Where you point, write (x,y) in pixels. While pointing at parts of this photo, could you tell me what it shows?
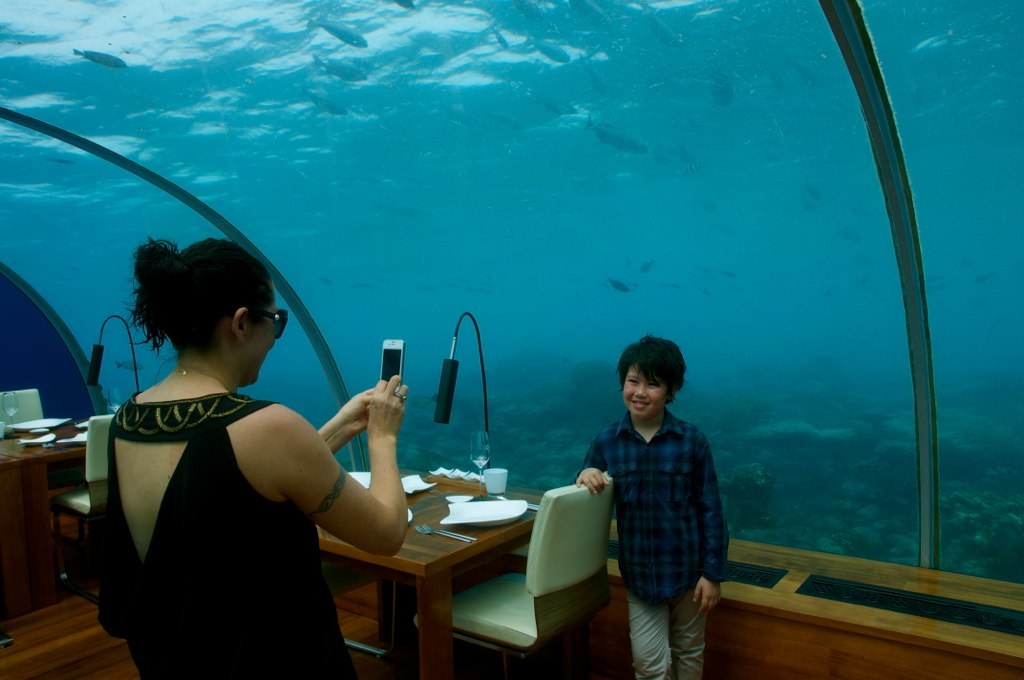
A boy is standing by holding the chair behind them there is a water (527,230) and fishes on the left side (183,447) there is a woman (245,399).
